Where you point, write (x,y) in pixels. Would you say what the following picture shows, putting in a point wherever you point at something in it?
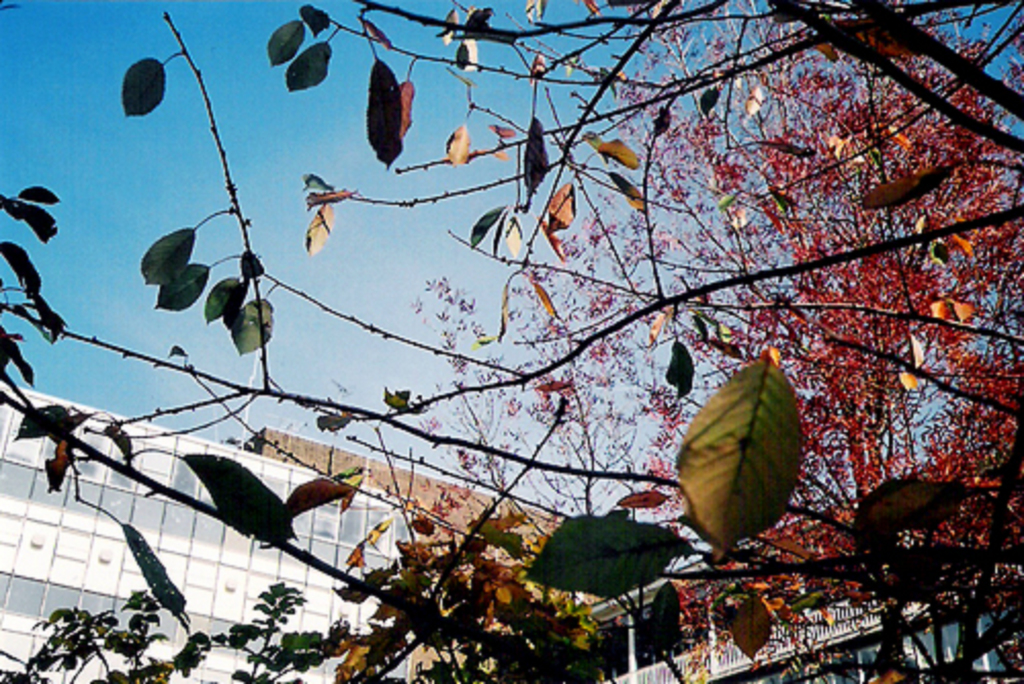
This picture is clicked outside. On the right (706,294) we can see a tree (701,435). In the background (405,279) we can see the sky (372,262) and the buildings (873,661) and the railing (853,624).
